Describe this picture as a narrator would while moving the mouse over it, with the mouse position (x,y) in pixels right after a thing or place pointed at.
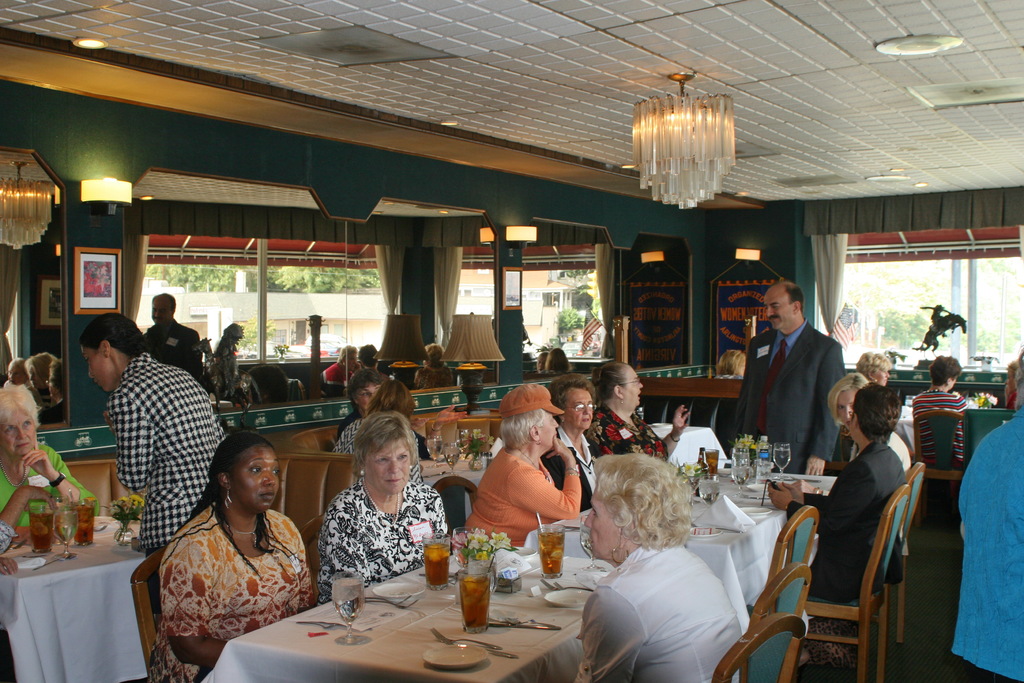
Here we can see few persons (505,511) are sitting on the chairs (466,485). There are tablecloths (353,652), glasses (353,639), flower vases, spoons (578,587), plates (455,650), bottles (763,472), and bowls (563,593). There are few persons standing on the floor (903,680). Here we can see glasses (1012,283), curtains (835,270), flags (749,294), lights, lamp (487,347), and frames (106,252). From the glasses (277,303) we can see trees (298,268) and a building (330,295). Here we can see ceiling (778,185).
